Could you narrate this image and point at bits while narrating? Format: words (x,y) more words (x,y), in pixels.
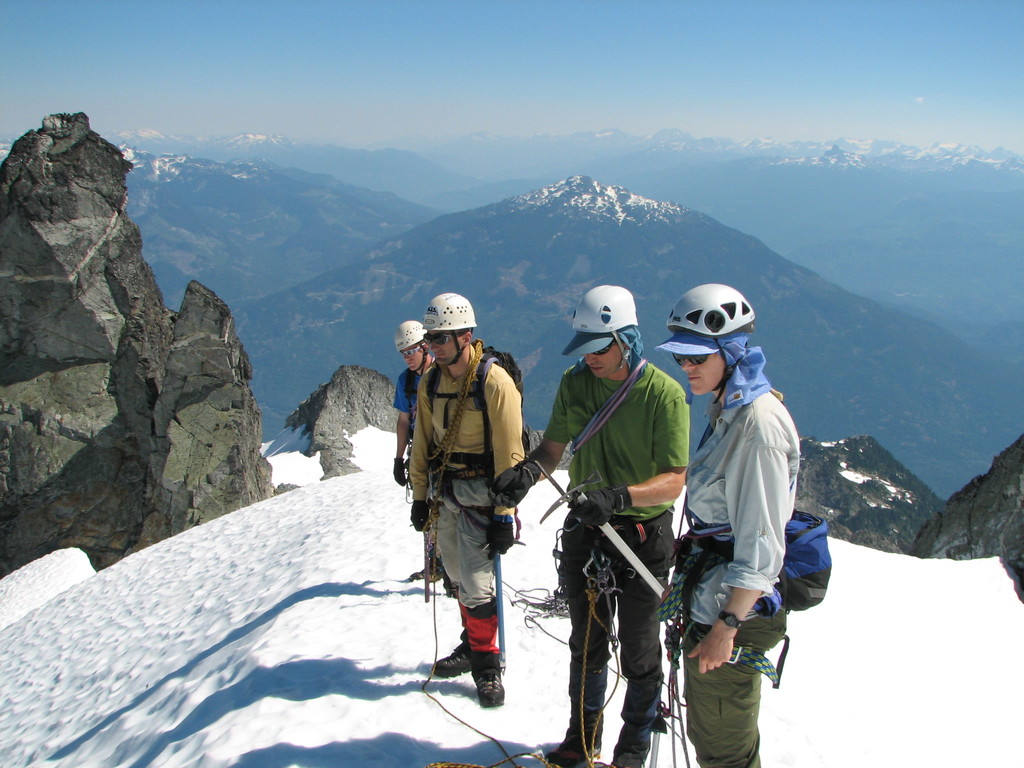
In this image we can see people (457,494) wearing helmets (700,321) and standing on the hill (535,653). At the bottom (381,718) there is snow (151,700). In the background (974,177) there are mountains (359,253). At the top (708,52) there is sky (483,62).
